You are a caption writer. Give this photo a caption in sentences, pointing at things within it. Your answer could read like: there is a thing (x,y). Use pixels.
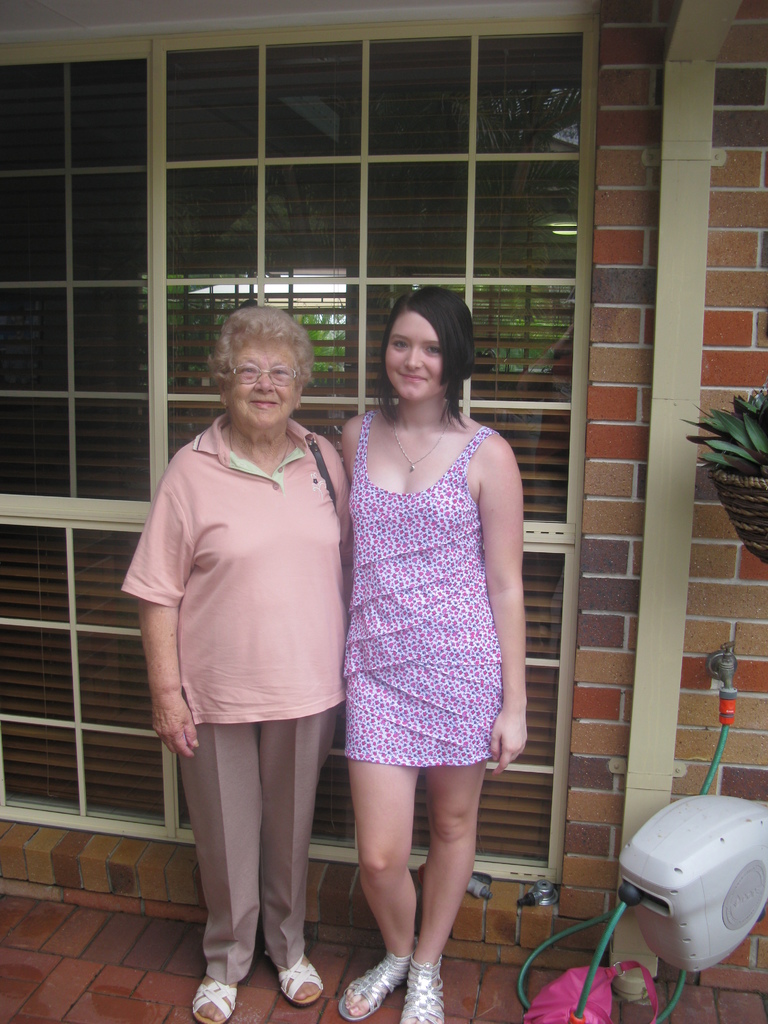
In this image there are two persons (319,571) standing in the center (365,651) and smiling. On the right side (696,854) there is an object (676,923) which is white in colour and in the background (206,294) there is a window (290,268) and on the right side (645,337) there is a wall (710,336) and there is a plant (744,458).
